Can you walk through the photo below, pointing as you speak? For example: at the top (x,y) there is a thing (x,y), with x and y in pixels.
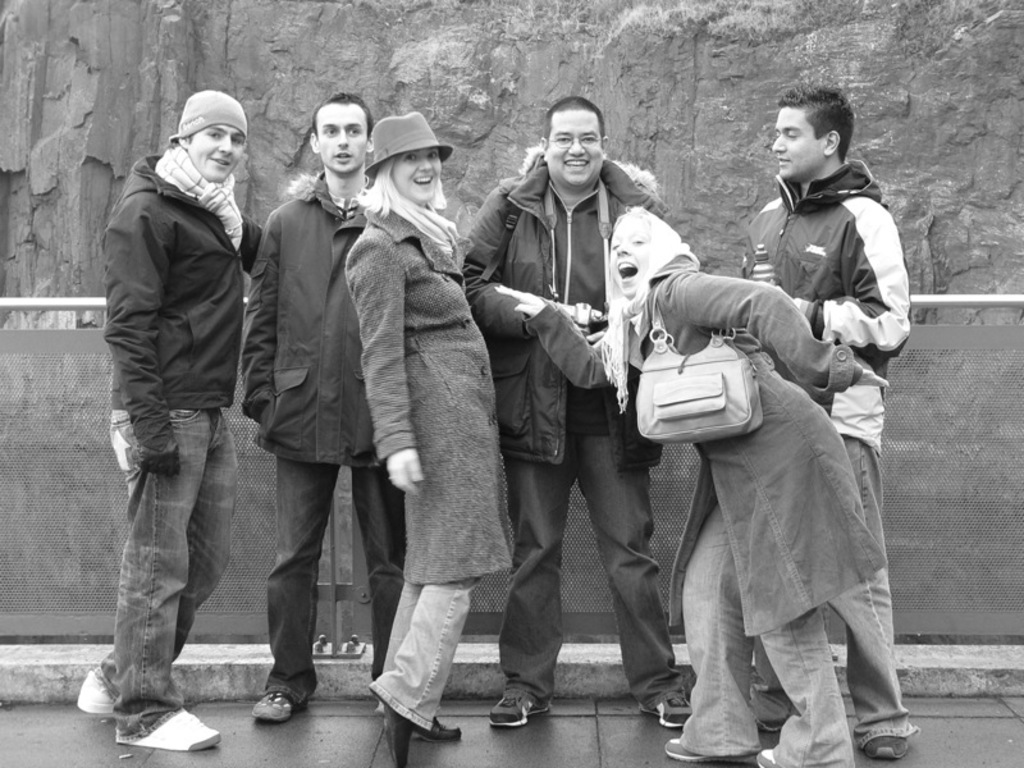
In the picture we can see a group of people (835,518) standing on the path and they are smiling and in the background (959,531), we can see a wall (949,425) and behind it we can see a rock wall (12,321).
